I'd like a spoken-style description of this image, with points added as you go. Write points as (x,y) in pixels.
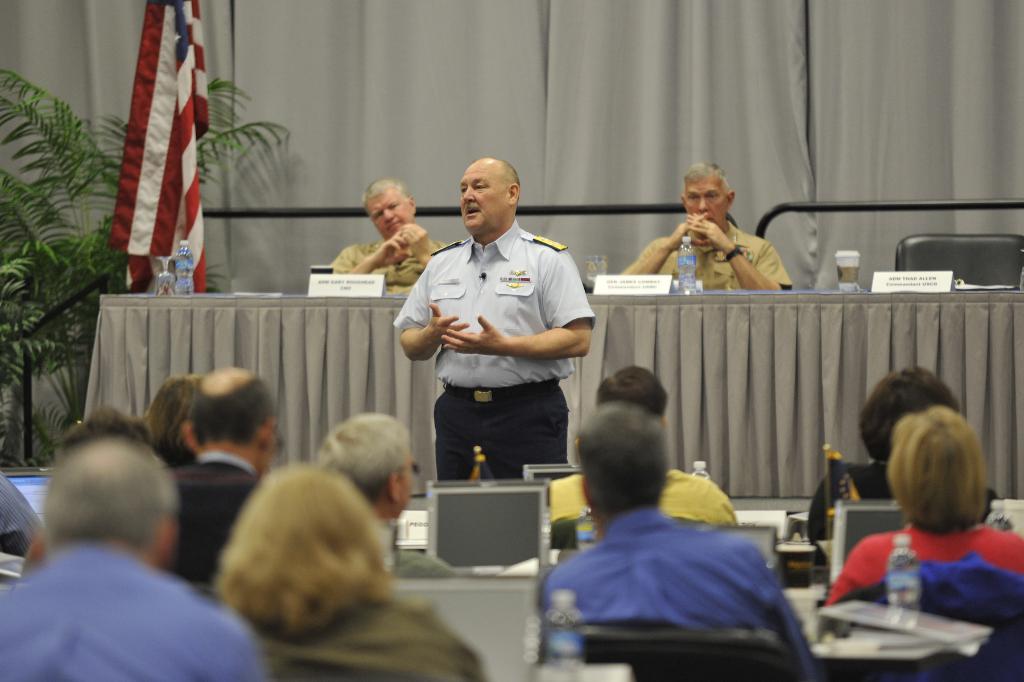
There is a room (546,318). There is a group of people (547,376). They are sitting on a chairs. One person (469,258) is standing. There is a table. There is a laptop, paper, glass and name board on a table (416,443). We can see in background (321,198) plant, curtain (316,136) and flag (147,200).
